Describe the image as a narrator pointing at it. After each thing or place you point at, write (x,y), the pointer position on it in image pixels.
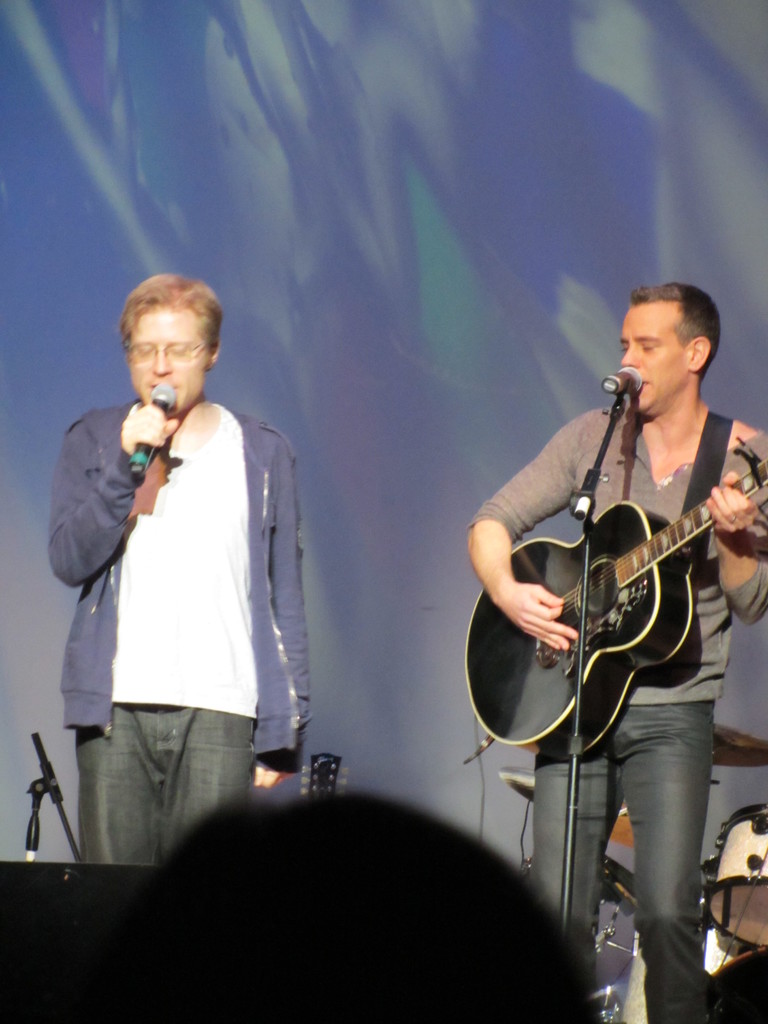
In this picture there are two members (173,430) standing. One of them was singing holding a mic (169,401) in their hand (146,443) and the other guy (528,627) was playing a guitar (565,582) in his hands (736,496). In the background (628,826) there are drums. There is a wall (433,241) here.
